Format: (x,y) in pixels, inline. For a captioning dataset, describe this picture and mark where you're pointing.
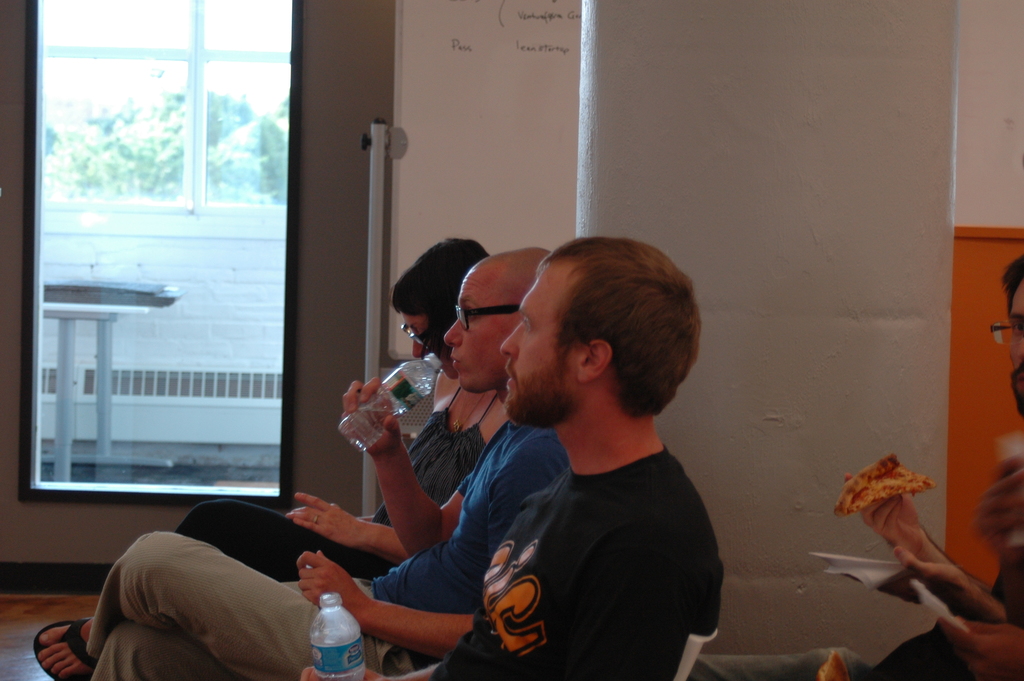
In this picture we can see three persons (562,537) sitting on chairs (686,665), these two men (504,546) are holding water bottles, in the background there is a wall (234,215), we can see a door (203,191) here, from the glass (197,180) we can see trees (146,133), a person (944,563) on the right side (879,487) is holding a piece of pizza (876,500).
